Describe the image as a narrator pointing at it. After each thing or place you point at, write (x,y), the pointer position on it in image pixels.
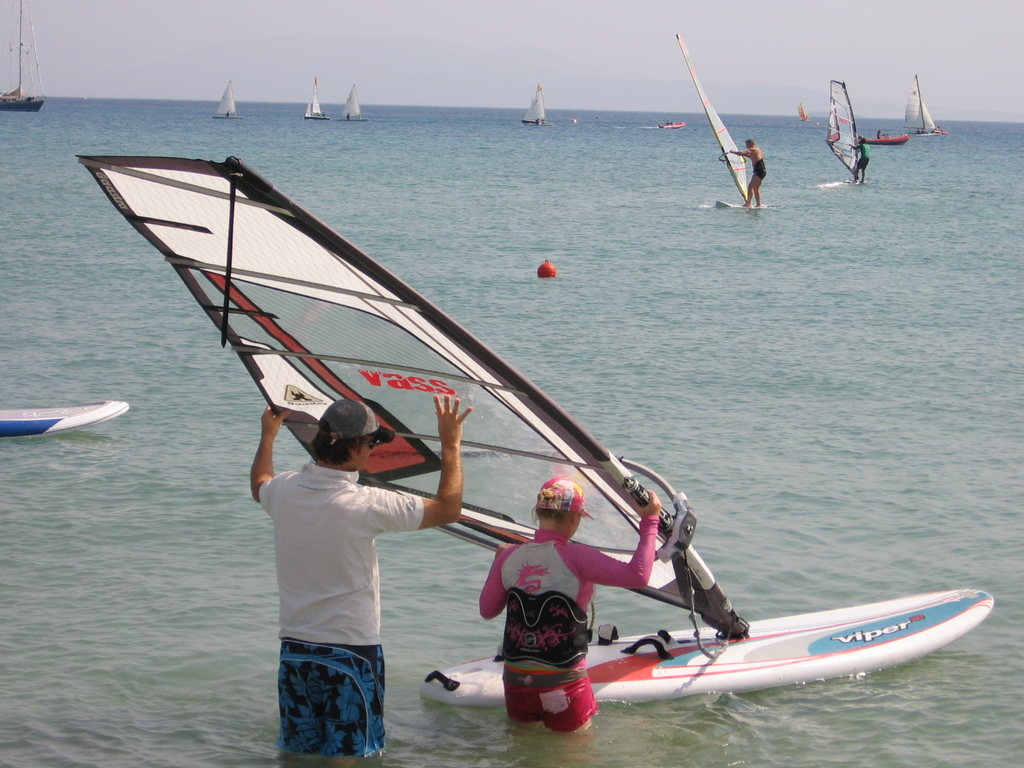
In this image two people (577,501) are holding mast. This is a surfing board (811,614). On the water body (710,323) many people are doing windsurfing. This is a boat (32,106). The sky (371,41) is cloudy.
